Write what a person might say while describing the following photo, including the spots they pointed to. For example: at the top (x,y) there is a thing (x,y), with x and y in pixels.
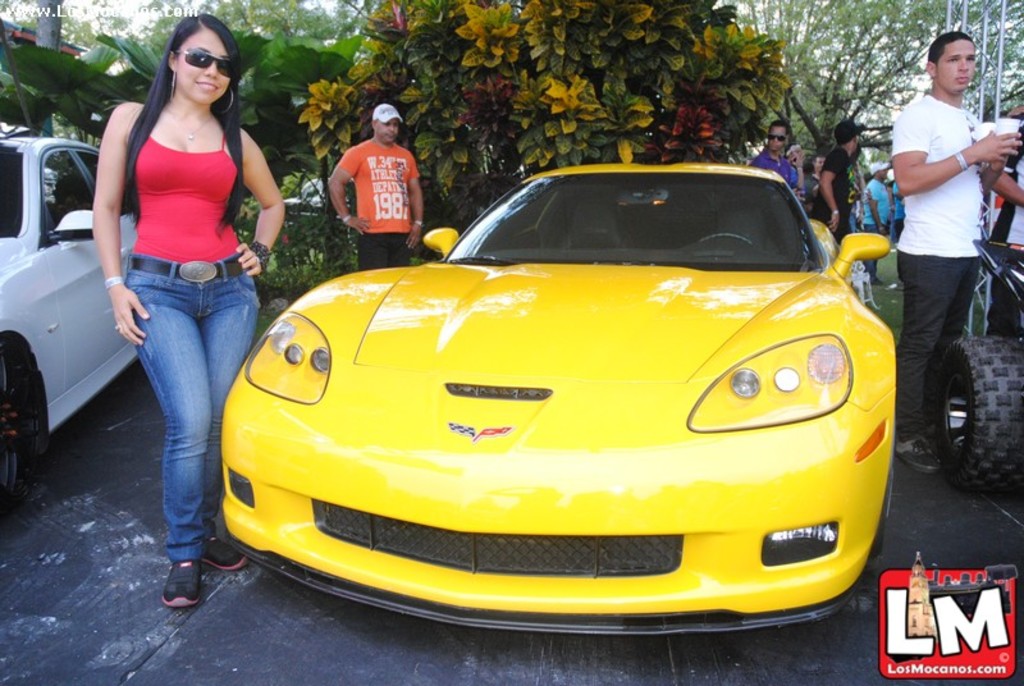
In this image there is yellow color car (665,219), there are few persons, trees (836,53), plants (552,58) visible in the middle (647,229), on the left side (32,389) there is white color car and on the right side (920,193) few persons (959,256), wheel (989,346), stand (948,31) visible.
